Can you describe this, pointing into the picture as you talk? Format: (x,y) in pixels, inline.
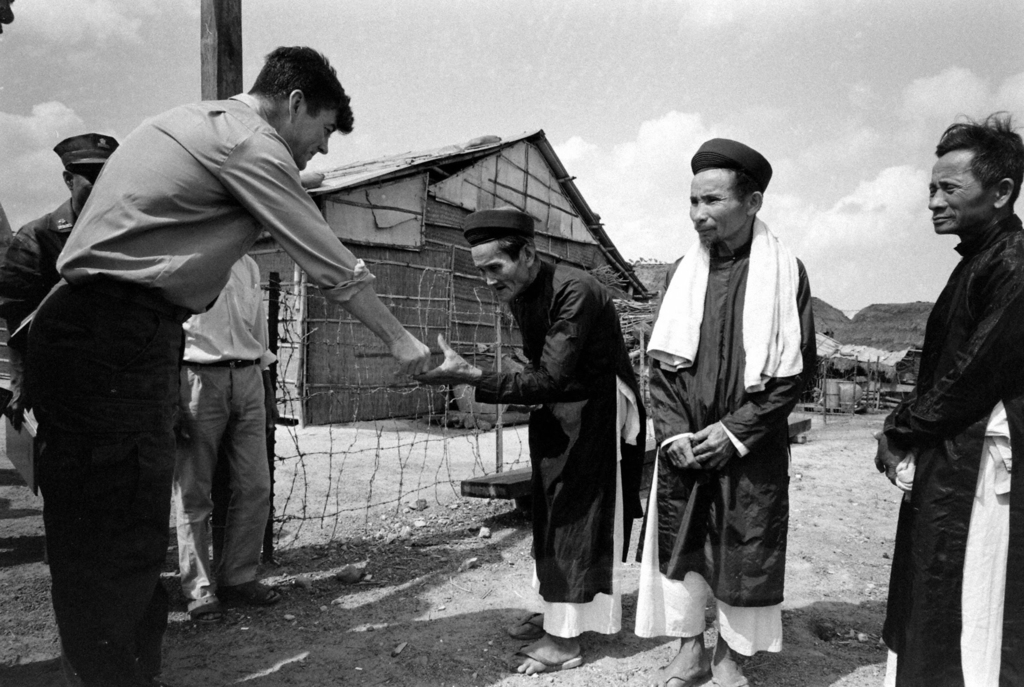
Here we can see few persons (660,438). There is a fence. Here we can see huts (313,308) and a pole (219,7). In the background (184,41) there is sky (871,165) with clouds (898,241).
